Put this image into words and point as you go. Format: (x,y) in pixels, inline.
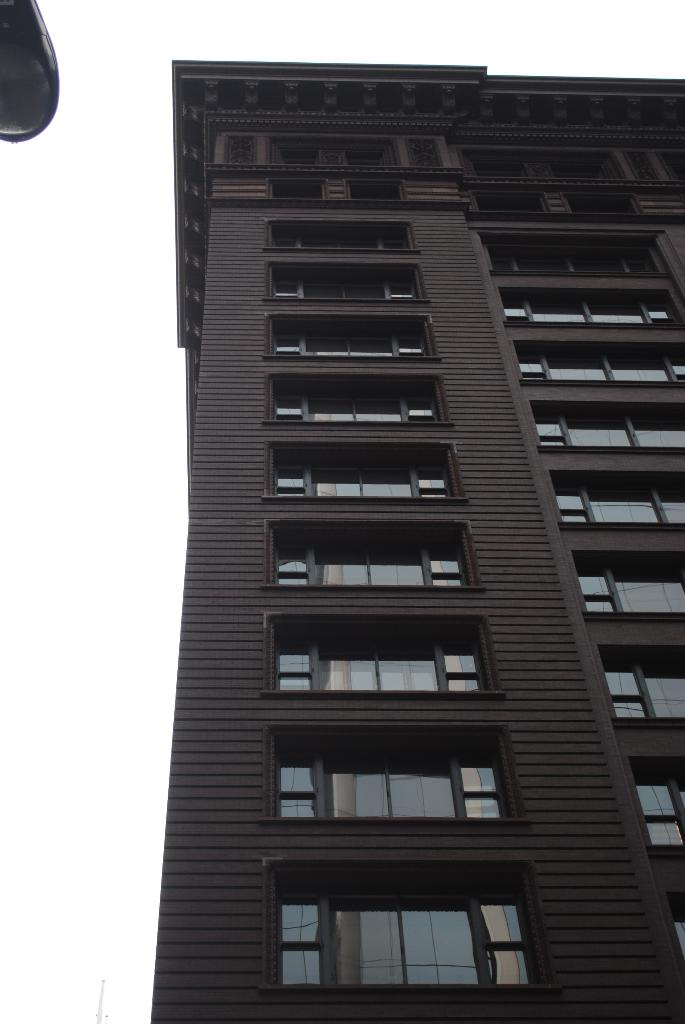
In this picture I can see a building (464,805) and a cloudy sky (404,52) and it looks like a pole light (30,112) on the top left (39,65).
